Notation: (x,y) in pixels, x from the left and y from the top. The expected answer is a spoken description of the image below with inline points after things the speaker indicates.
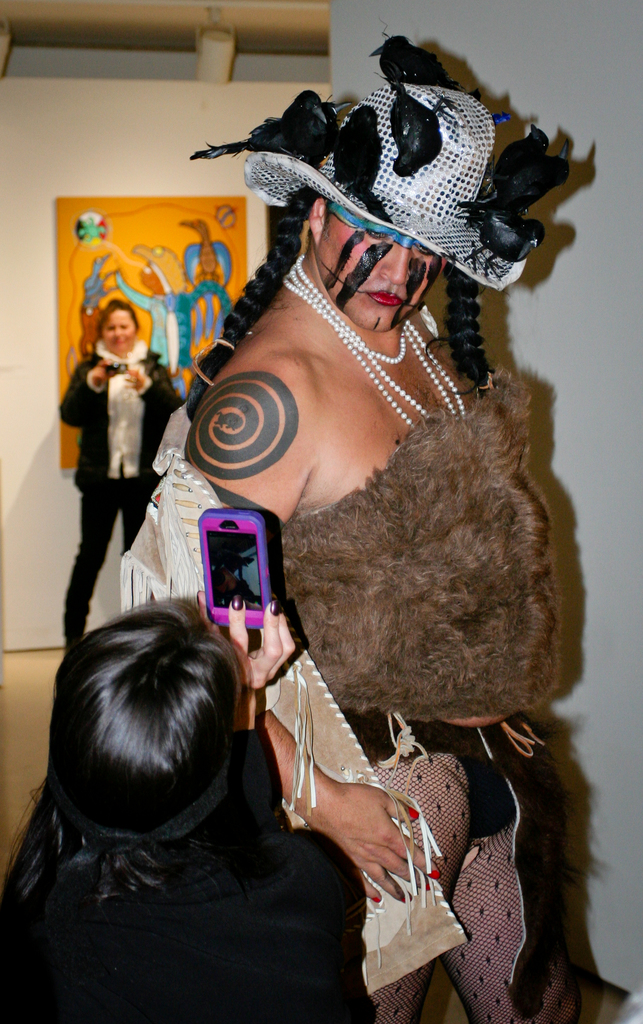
a person (506,479) is wearing a costume (371,549) another person (205,611) is taking a picture with mobile phone (220,555) another person (123,353) standing away from the person (427,649).
